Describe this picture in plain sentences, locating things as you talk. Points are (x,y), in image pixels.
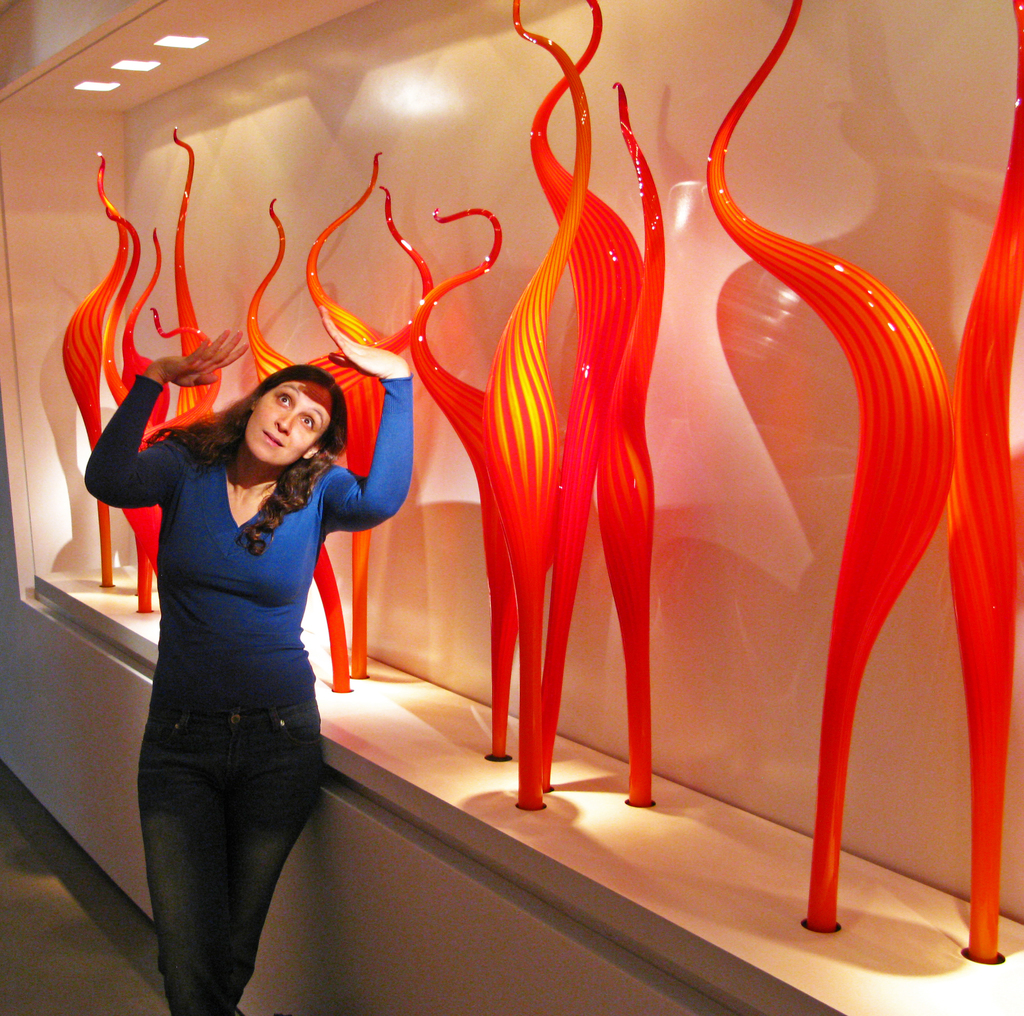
In the image we can see a woman (187,679) standing and wearing clothes (237,699). Beside her there are objects (649,473), dark orange and yellow in colors. This is a floor (92,884) and lights (104,84).
